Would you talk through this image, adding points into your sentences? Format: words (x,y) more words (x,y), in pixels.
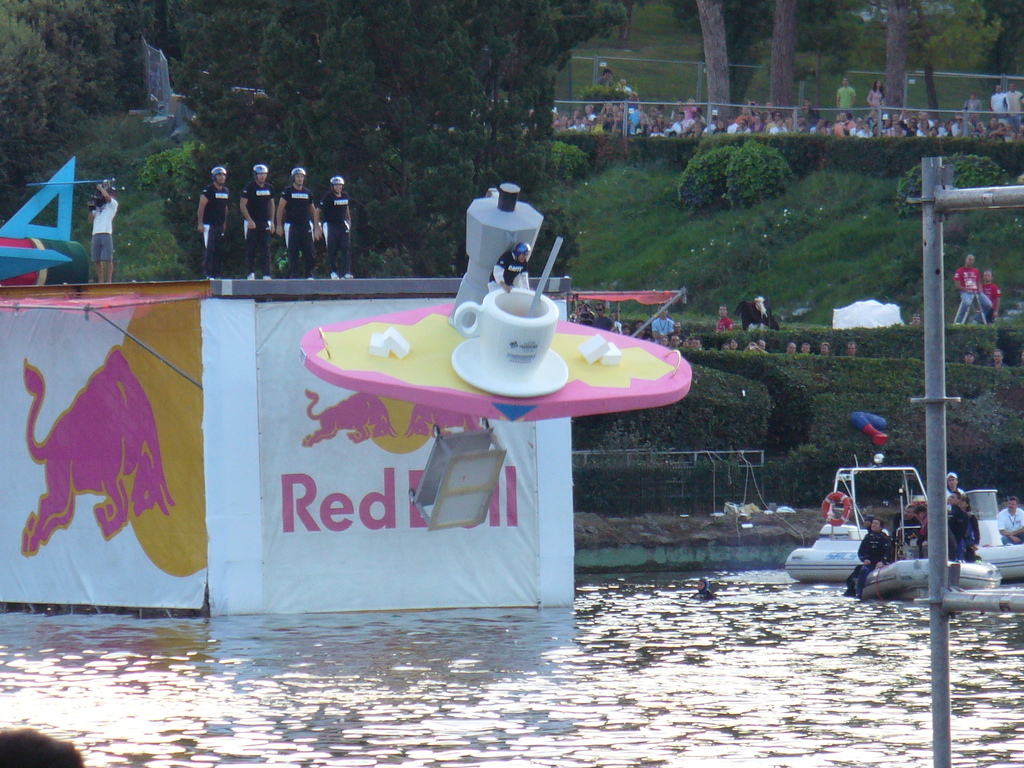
In this image we can see a few people (336,188), some of them are sitting on the boats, some of them are on the platform (560,279), we can see a big cup (548,343), there are some plants (817,383), trees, posters (319,498) with some images (133,372) and text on it, grass (846,246), also we can see some poles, water (459,690).
